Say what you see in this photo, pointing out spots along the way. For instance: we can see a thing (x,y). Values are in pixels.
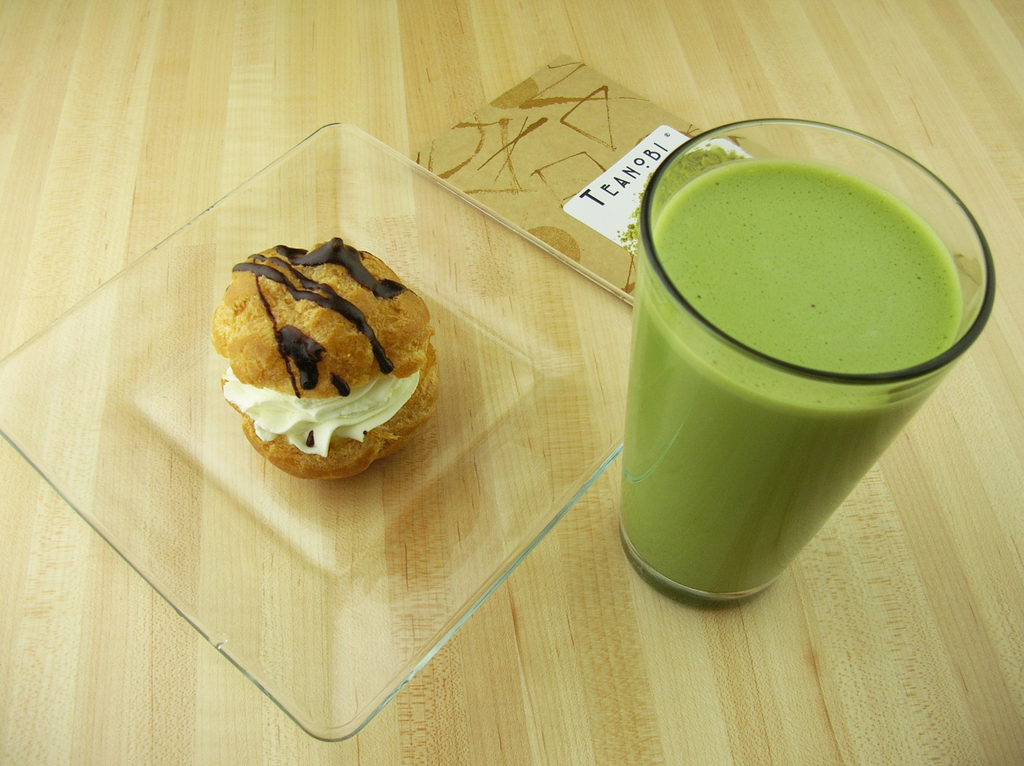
There is a glass plate (507,486) and glass (717,477) on a wooden surface (55,154). On the wooden surface (424,674) there is a label (611,185). Inside the glass (793,418) there is a green color drink (778,405). On the plate (380,503) there is a snack (327,448) with white cream (322,411) and chocolate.
